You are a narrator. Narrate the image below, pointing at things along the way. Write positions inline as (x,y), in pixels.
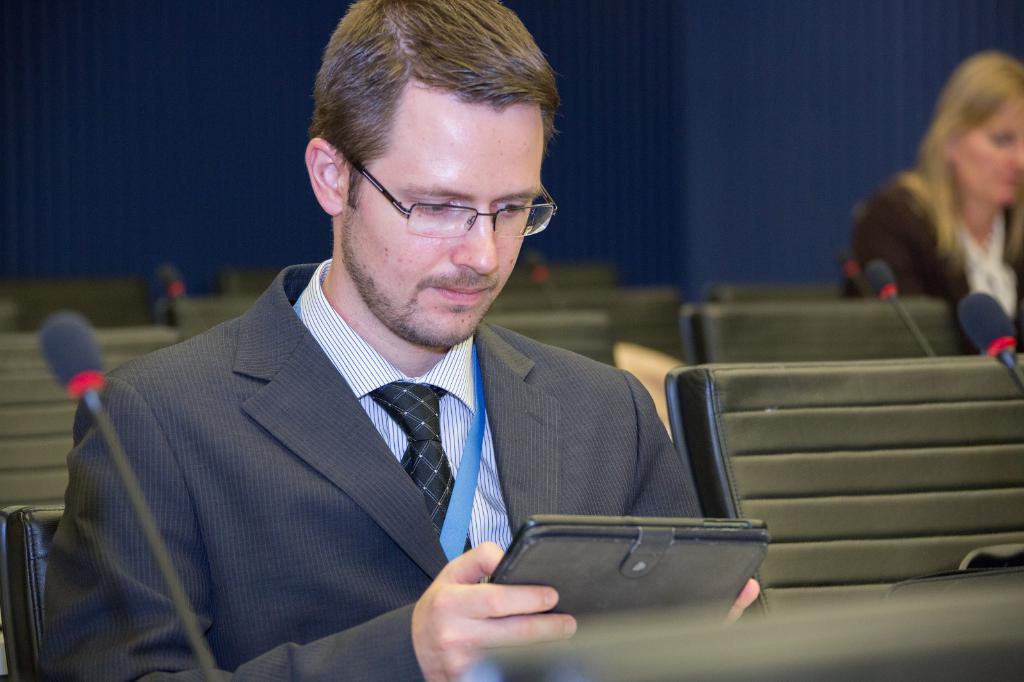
In front of the picture, we see a man (472,504) in the black blazer (353,597) is sitting on the chair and he is holding a tablet (578,546) or a mobile phone (579,600) in his hands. He is wearing the spectacles (387,192). On the left side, we see a microphone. Behind him, we see the empty chairs (756,365) and microphones (988,327). On the right side (906,182), we see the woman (948,286) in the black and the white dress (967,270) is sitting on the chair (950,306). In the background (631,120), we see a blue color wall (748,234). This picture might be clicked in the conference hall (630,307).
